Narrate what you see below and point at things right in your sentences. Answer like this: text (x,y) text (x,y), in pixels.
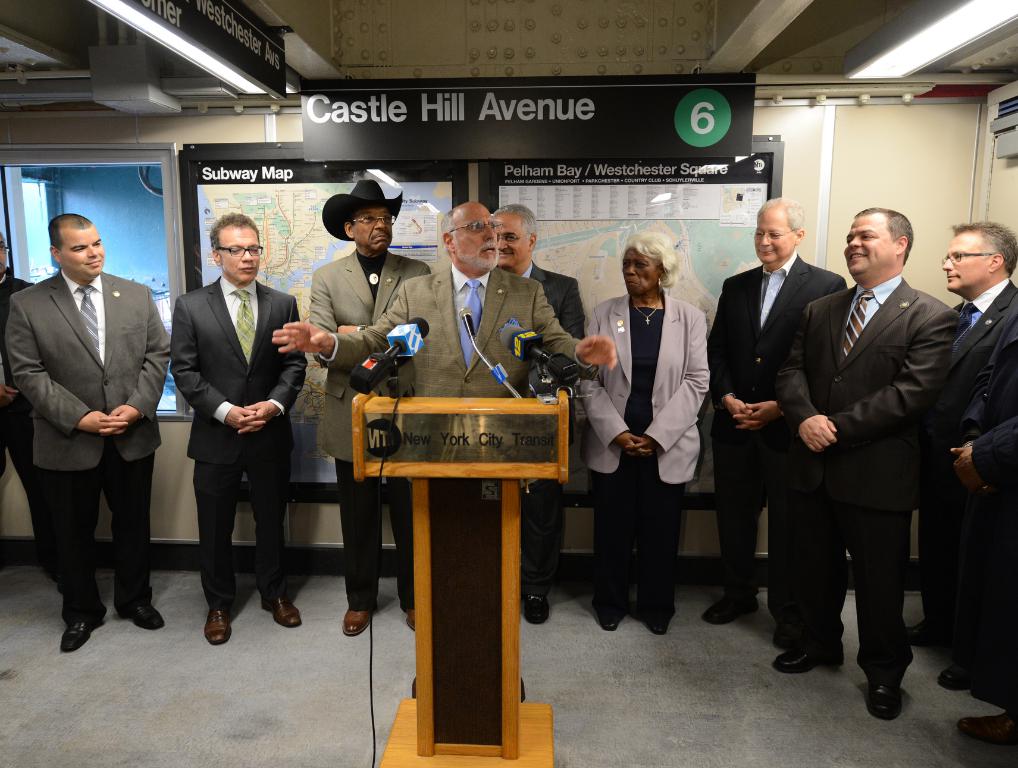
In this picture we can see a group of people (715,621), here we can see a podium (506,565), mics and in the background (613,250) we can see posters (583,274).
